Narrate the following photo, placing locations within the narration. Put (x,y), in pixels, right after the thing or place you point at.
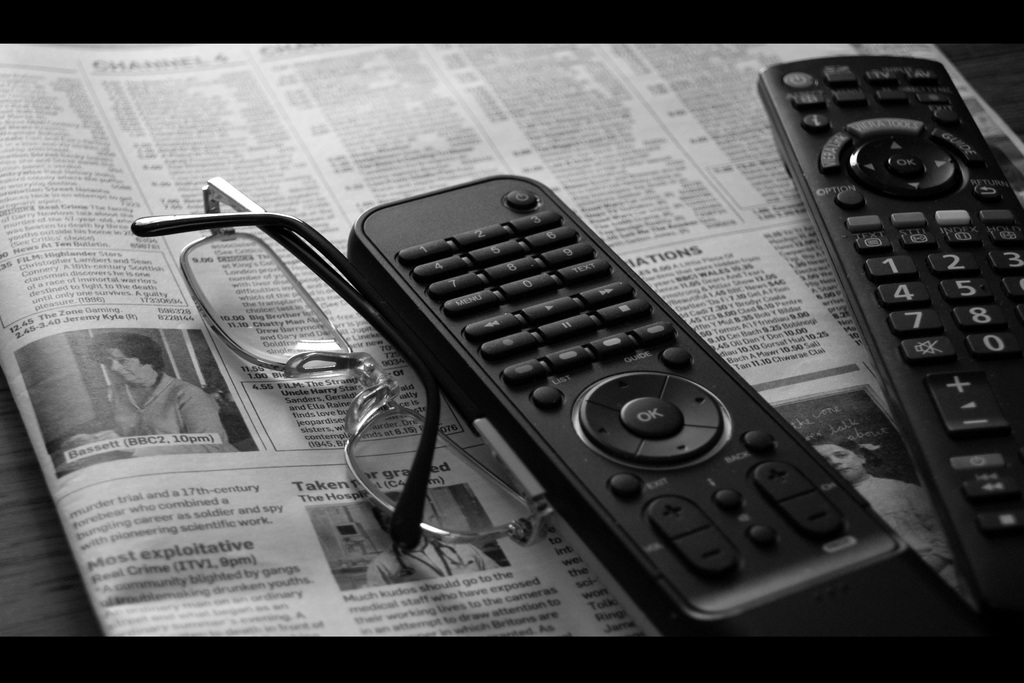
In this picture we can see remotes (567,218), spectacles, newspaper (726,262) and these all are on a platform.
